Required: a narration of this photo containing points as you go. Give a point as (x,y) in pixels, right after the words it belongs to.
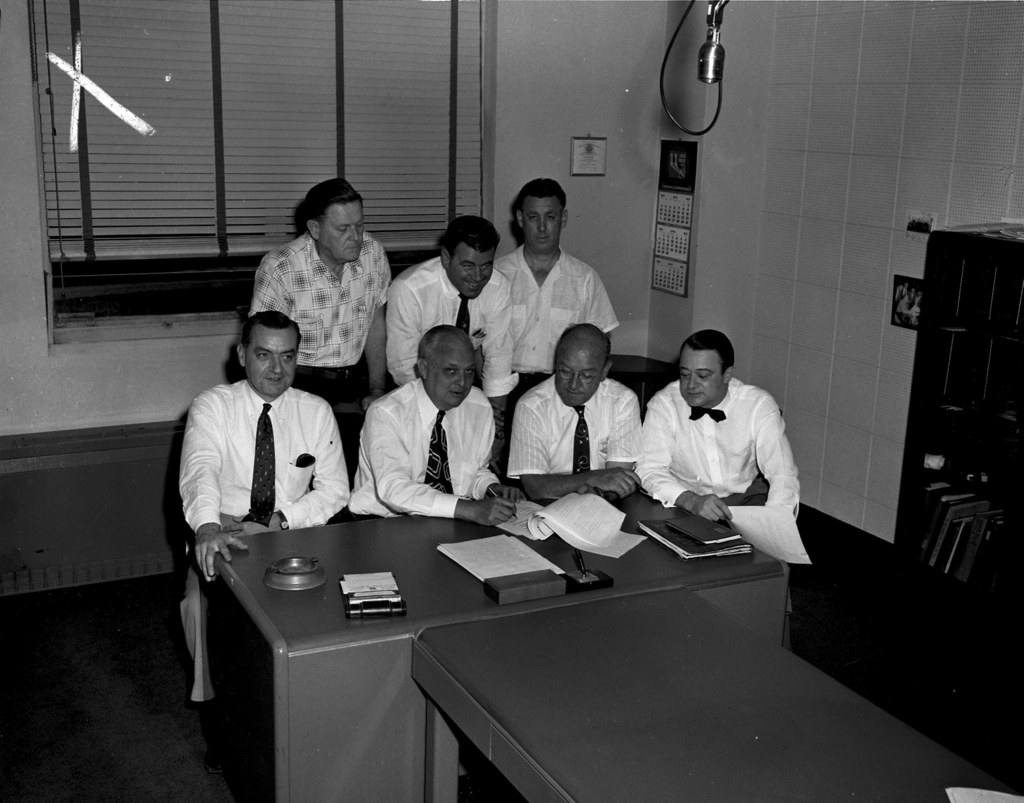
In this picture there are four members (282,501) sitting in the chairs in front of a table (334,587) on which some books (697,535), papers (575,541) and files (709,527) were placed. Four of them were men (633,452). Behind them there are three men (434,311) standing. in the right side (951,459) there is a bookshelf (969,485). In the background (385,151) there is a window (362,169), curtain (273,204) and a wall (603,125) here.
